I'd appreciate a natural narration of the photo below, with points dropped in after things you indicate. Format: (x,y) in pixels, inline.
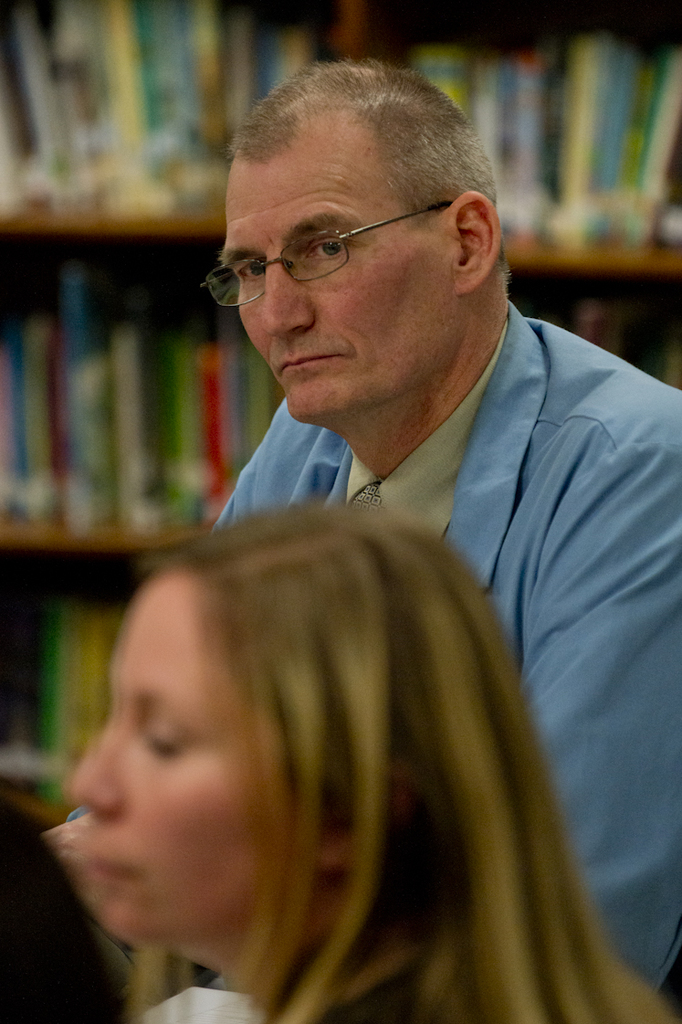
In this image we can see a group of people (317,851). One man (637,639) is wearing a blue shirt (539,406) and spectacles (272,261). In the background (293,70), we can see group of books (181,339) placed in a rack (62,580).
